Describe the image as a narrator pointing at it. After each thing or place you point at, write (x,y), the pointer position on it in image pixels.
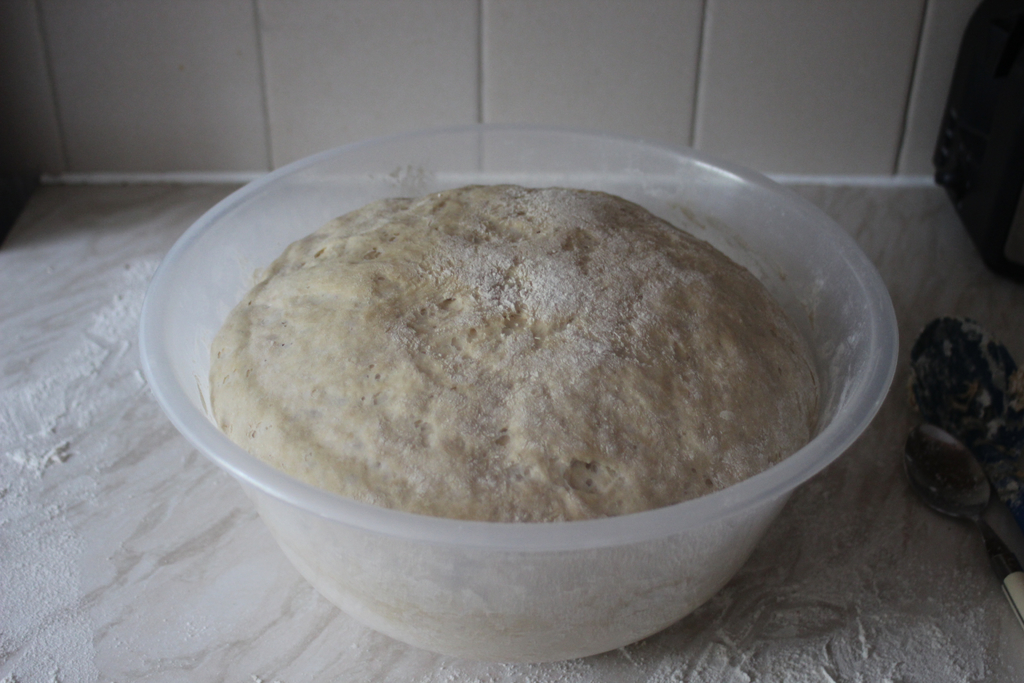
In the center of the image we can see a platform (211,602). On the platform (187,475), we can see a bowl (571,555), spoon (976,494) and a few other objects (963,326). In the bowl (589,593), we can see some food item (405,363). In the background (601,26) there is a wall (137,81).
